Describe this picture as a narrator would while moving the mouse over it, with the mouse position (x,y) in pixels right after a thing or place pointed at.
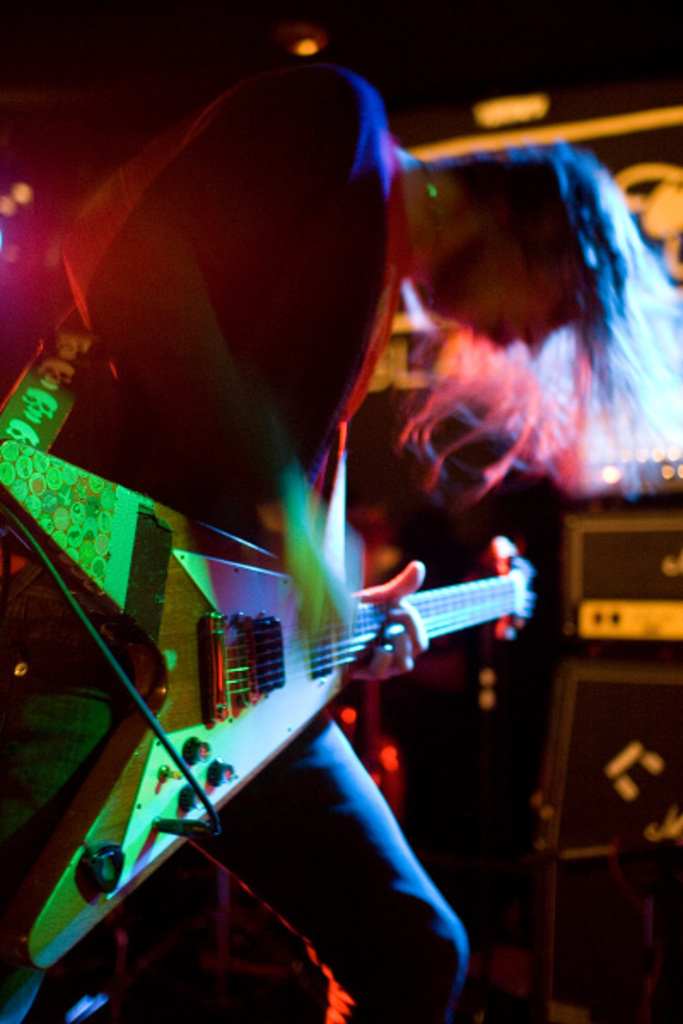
A man (185,220) is playing the guitar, he wore coat (217,446), trouser (306,880).
